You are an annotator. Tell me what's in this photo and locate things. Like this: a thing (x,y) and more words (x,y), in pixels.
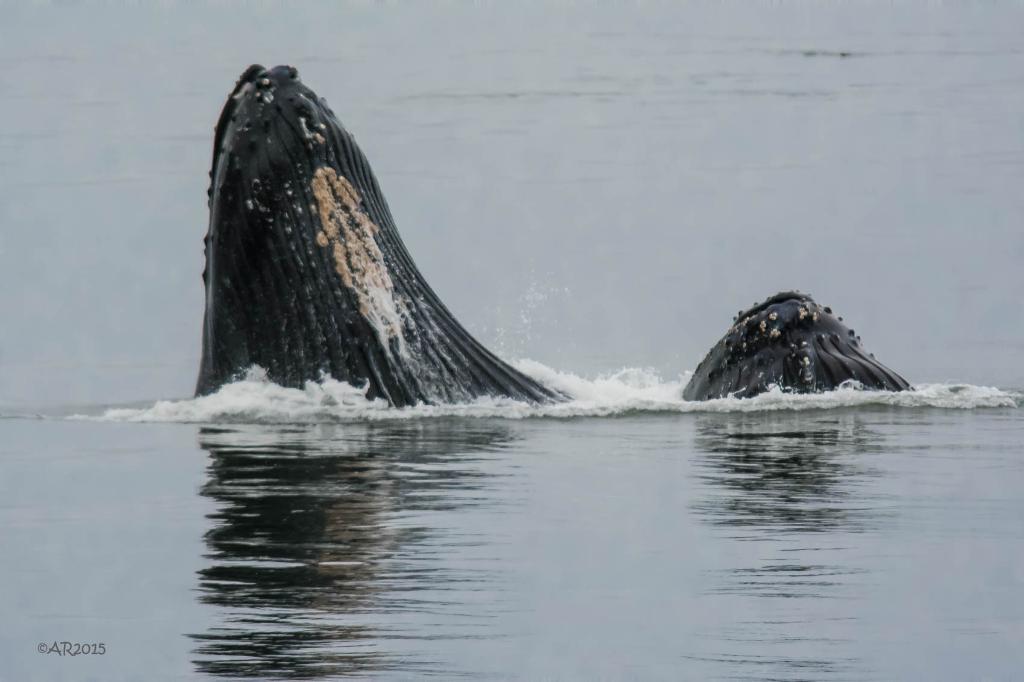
In the image we can see water (383,143), in the water (174,139) we can see something.
